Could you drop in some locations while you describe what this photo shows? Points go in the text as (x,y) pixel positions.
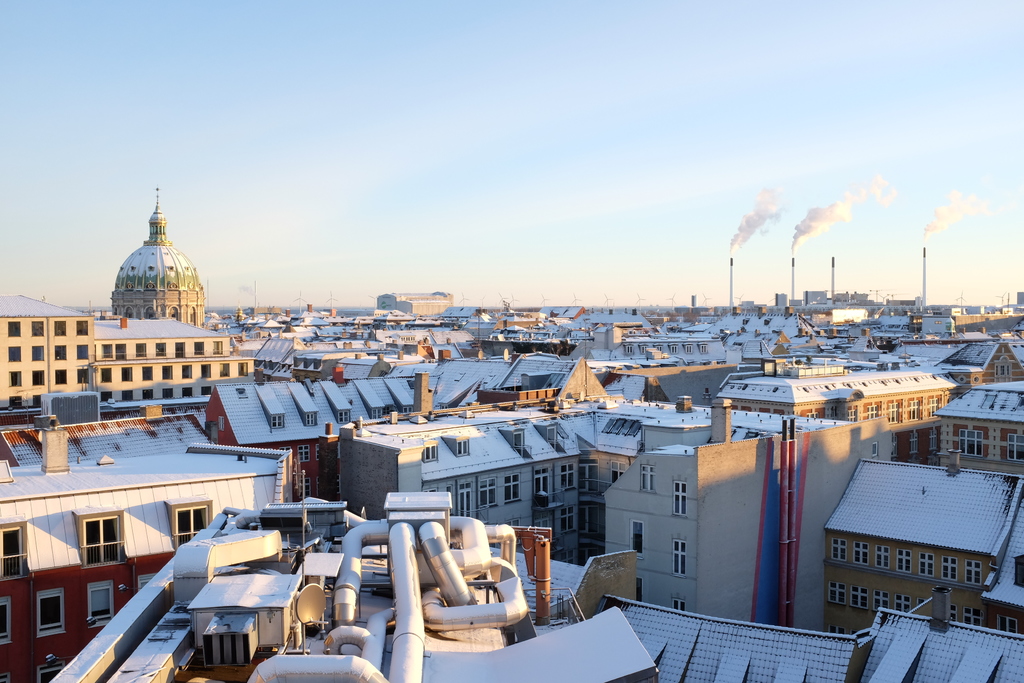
In this image I can see number of buildings (393,438) and number of windows (80,346). Over there I can see smoke (950,217) and in the background (458,173) I can see the sky (432,129).
